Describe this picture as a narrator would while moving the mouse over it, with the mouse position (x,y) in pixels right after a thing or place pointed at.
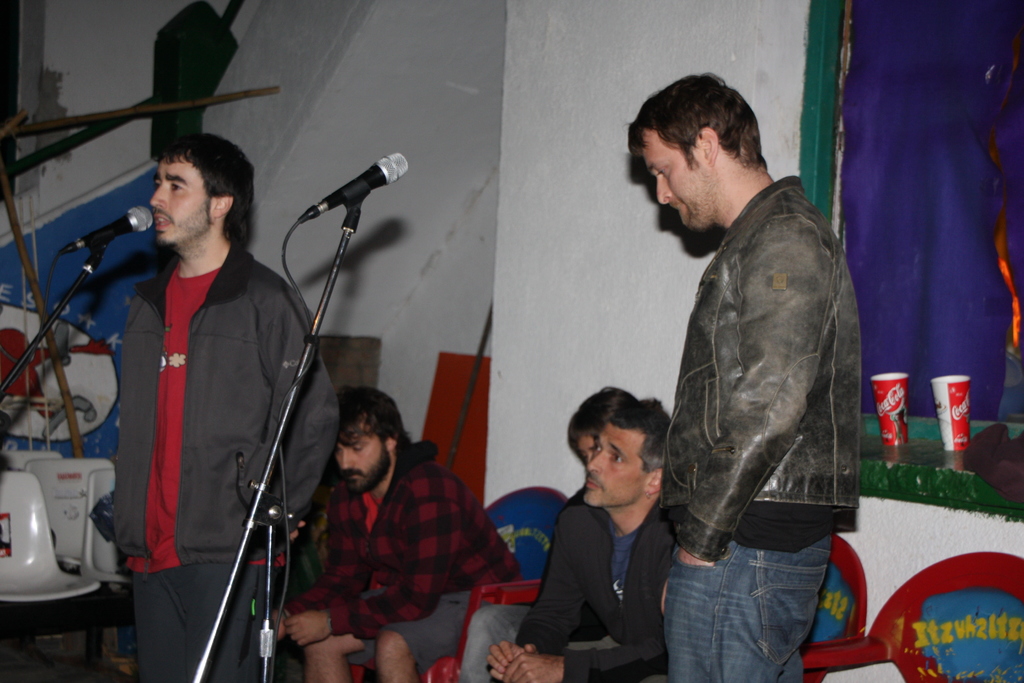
In this image there are people (645,558), mics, mic stands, cups (890,403), curtain (928,365), chairs (43,520) and objects (174,131). Among them three people (394,518) are sitting on chairs (527,595) and two people (279,294) are standing.
